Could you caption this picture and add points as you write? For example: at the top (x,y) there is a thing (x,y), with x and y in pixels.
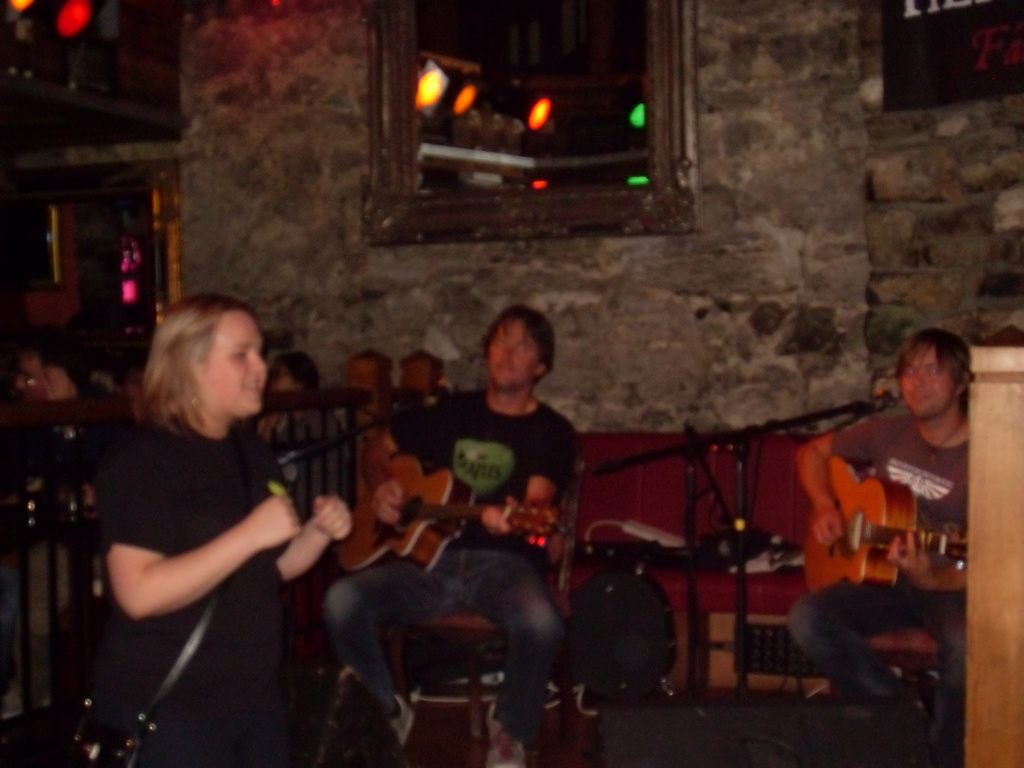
This is an image clicked in the dark. On the left side (196,405) there is a woman (188,635) wearing a bag (183,666) and it seems like she is dancing. On the right side (986,540) there is a wooden object (980,574). In the background (924,499) there are two men (471,529) sitting on the chairs (490,615) and playing the guitars (399,517). In front of these men (808,463) there are two mike stands (313,455). In the background (55,396) there are few people (65,385) and chairs (699,493). At the top of the image (536,169) there is a mirror (478,116) to the wall (249,98) and also I can see few lights (435,89).
